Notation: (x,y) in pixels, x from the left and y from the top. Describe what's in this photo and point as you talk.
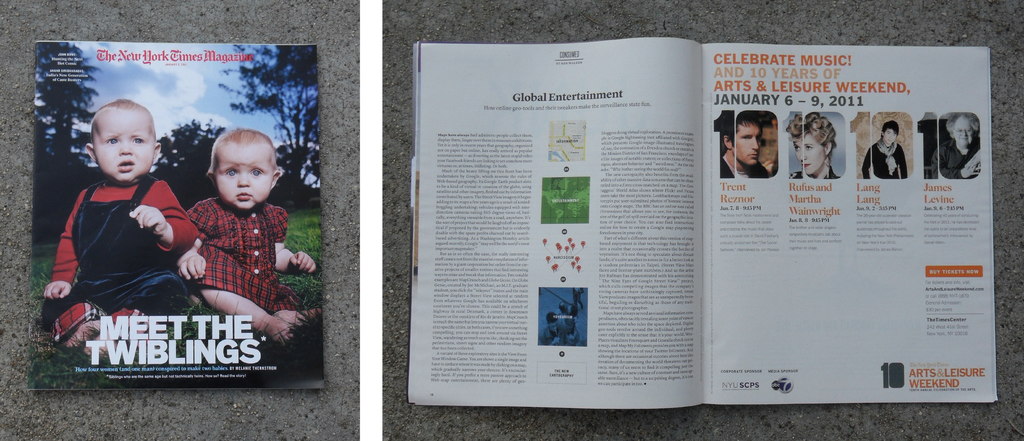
In this I can see it is a photo collage, on the left side (160,140) there is a book (219,206) on that there are two children (126,235) are sitting in that photograph. On the right side (865,114) there is a book (764,155) in open, there are images (795,161) in it.
